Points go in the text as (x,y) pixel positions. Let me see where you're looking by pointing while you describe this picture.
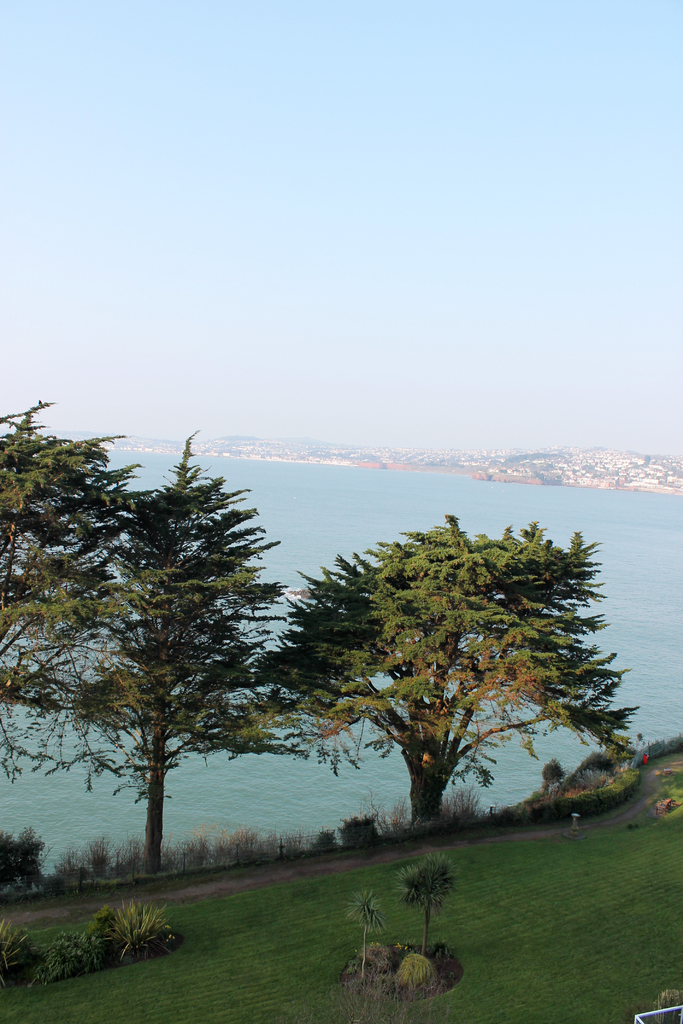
In this image we can see the trees (32,517), plants (413,823), grass (523,920) and also the sea (419,521). We can also see the buildings (575,473) in the background (604,466). Sky (469,389) is also visible.
